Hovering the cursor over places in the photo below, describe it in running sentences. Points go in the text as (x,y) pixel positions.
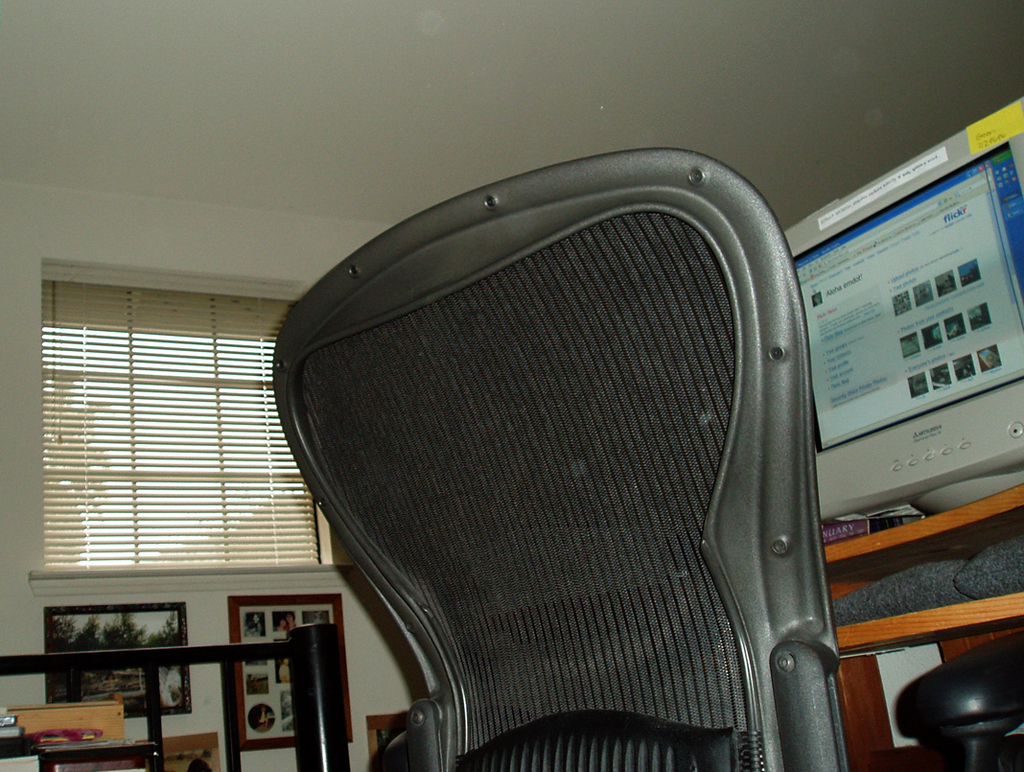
There is chair (544,522), monitor (934,293). Here there are photo frames (248,685) on the wall (203,686), this is window (214,455).
